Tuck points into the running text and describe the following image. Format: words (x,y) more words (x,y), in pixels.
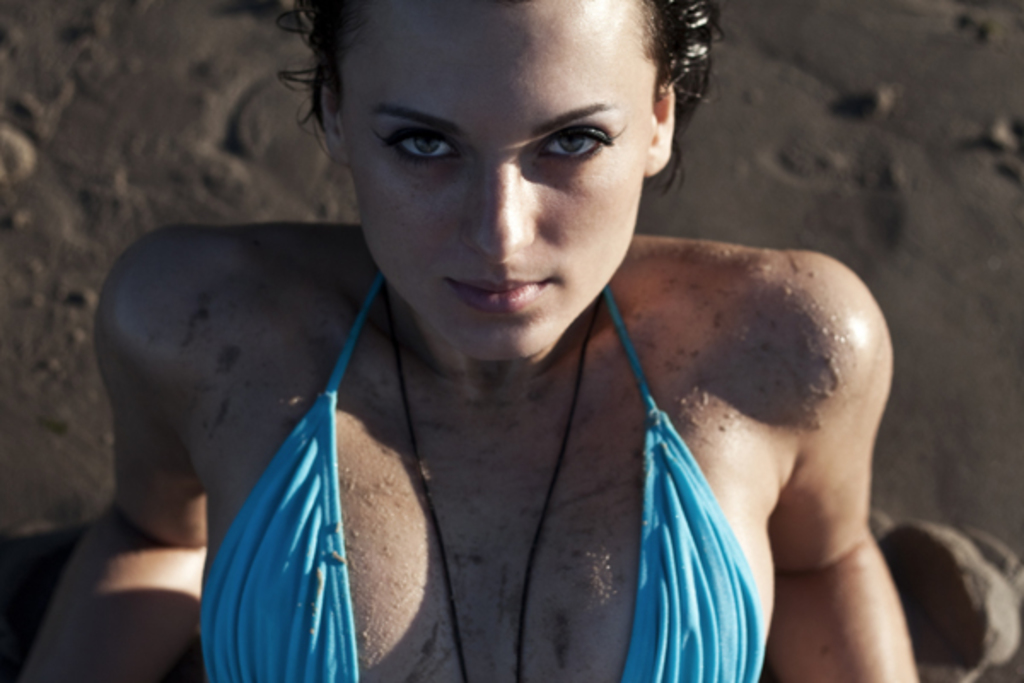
In this image I can see a person (747,489) is wearing blue color dress (733,558). Back I can see the sand (907,255).
